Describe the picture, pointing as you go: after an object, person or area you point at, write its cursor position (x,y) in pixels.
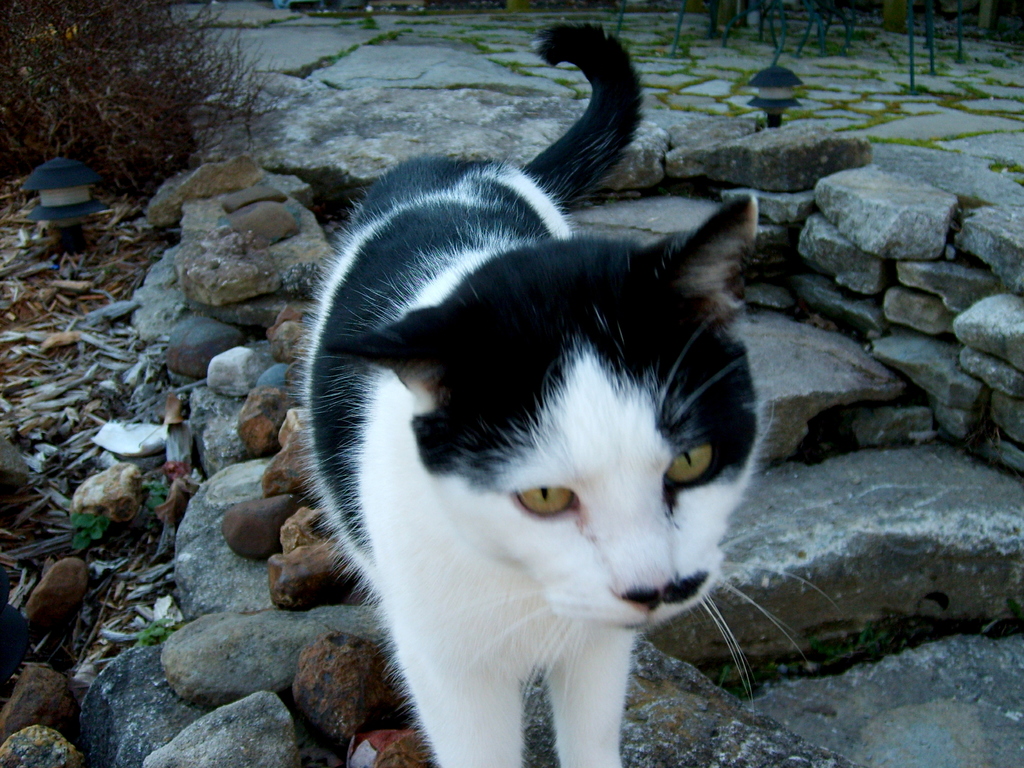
This is a cat (512,467) standing. These are the rocks (242,371). I can see the dried leaves (105,364) lying on the ground (118,264). These look like the lamps (779,114). These are the stairs (839,472). I think I can see the small plants (133,85) with the branches (139,66).
